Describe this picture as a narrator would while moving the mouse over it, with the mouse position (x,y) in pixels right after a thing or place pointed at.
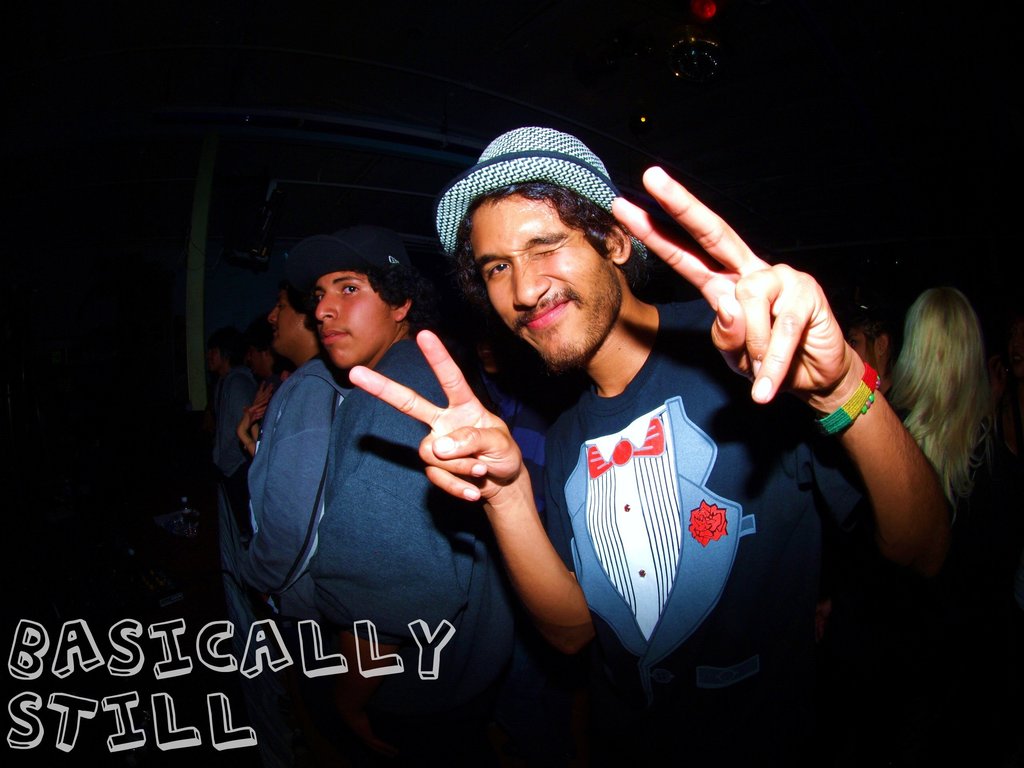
In this image we can see a group of people (640,375). One person (688,425) wearing a dress (720,394) and a hat (574,144). To the right side (903,375), we can see a woman (934,342) with white hair (951,424). At the bottom (65,738) we can see some text (87,644).
